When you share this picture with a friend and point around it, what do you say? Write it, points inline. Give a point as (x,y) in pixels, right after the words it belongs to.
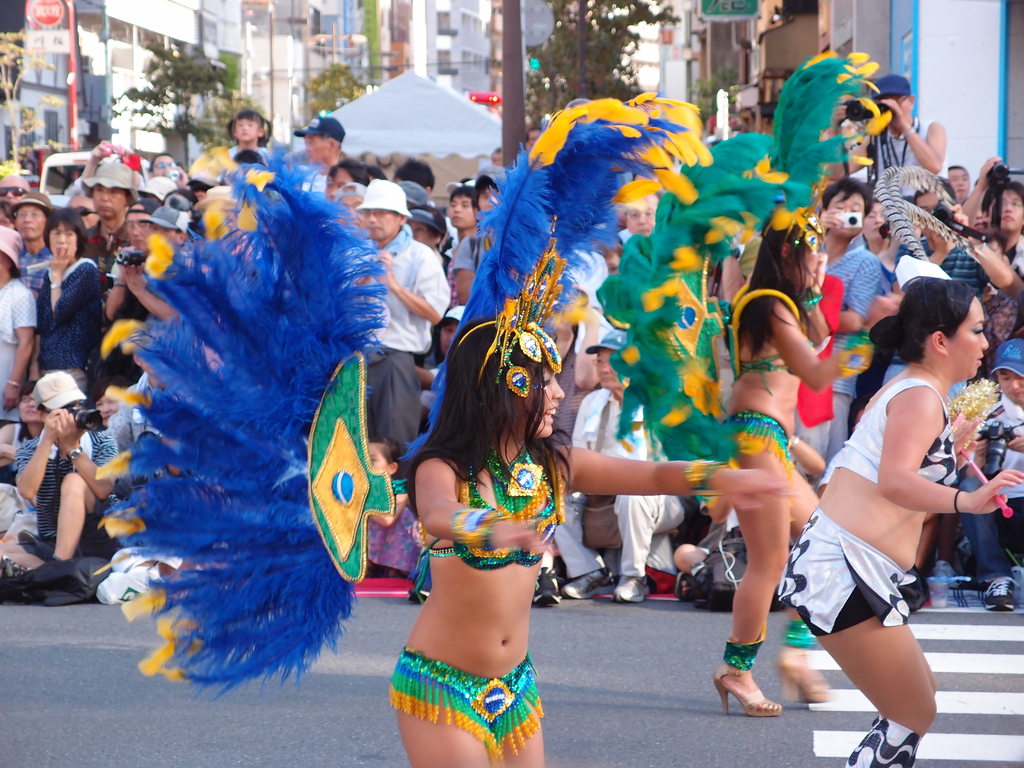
In the center of the image (523,511) we can see women (757,555) dancing on the road (707,693). In the background (70,345) there is a crowd (73,274), pole (506,108), tent (439,115), trees (253,103) and buildings (230,39).
